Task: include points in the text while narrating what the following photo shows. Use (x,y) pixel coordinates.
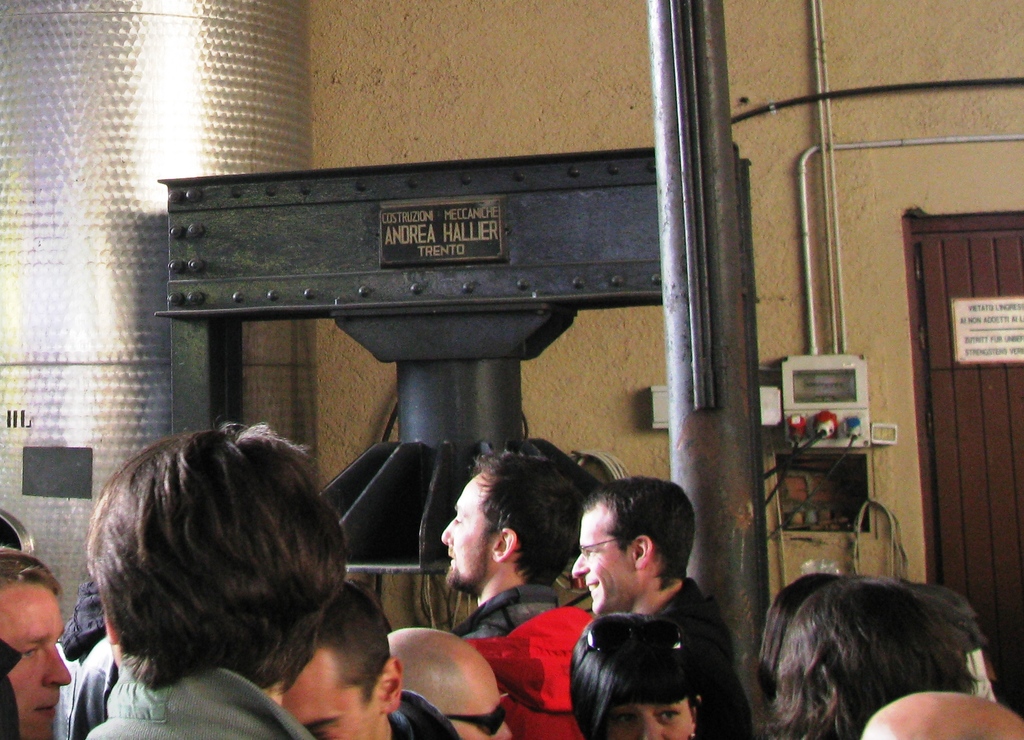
This image is taken indoors. In the background (518,87) there is a wall (869,393) with a door (959,384). There is a board (961,333) with a text (995,335) on the door (1002,293). There are a few pipelines (721,523). There is a switchboard (818,420) and there is a machinery (419,222) and there is a tank (90,245). At the bottom of the image (631,707) there are a few people (307,679) standing on the floor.
